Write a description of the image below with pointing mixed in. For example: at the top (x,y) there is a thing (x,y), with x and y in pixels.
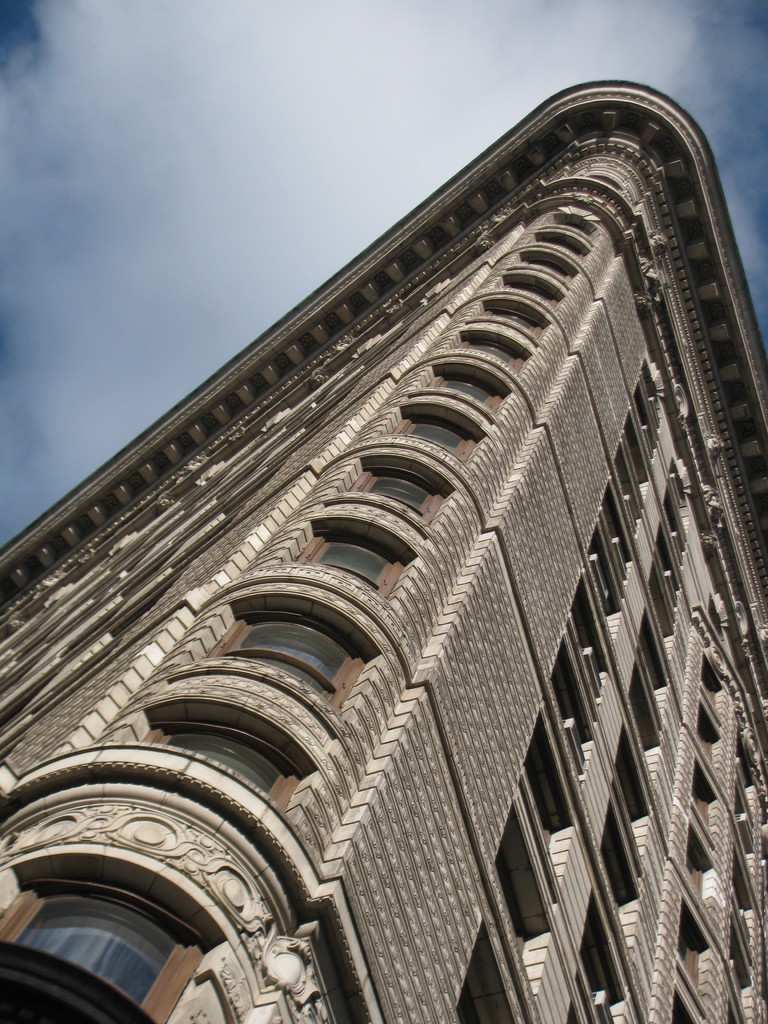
In this image there is a building (284,698) having windows (284,778). Background (203,173) there is sky (214,174).
